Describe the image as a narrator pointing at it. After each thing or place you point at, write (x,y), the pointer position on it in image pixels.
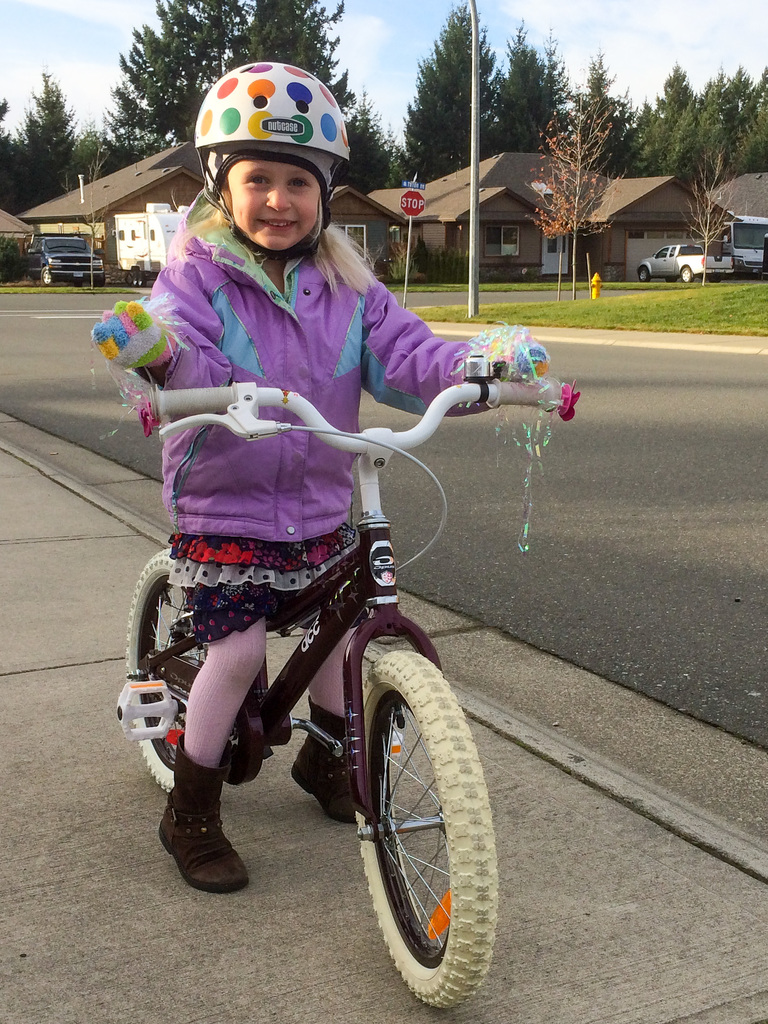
In the foreground of the picture (320,334) we can see a girl (325,331) on a bicycle (419,822) and we can see footpath (169,873). In the middle (408,558) it is road (678,400). In the background (383,172) there are trees (670,162), buildings (340,223), cars (732,252), grass (729,309) and road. At the top (380,26) there is sky (380,26).
